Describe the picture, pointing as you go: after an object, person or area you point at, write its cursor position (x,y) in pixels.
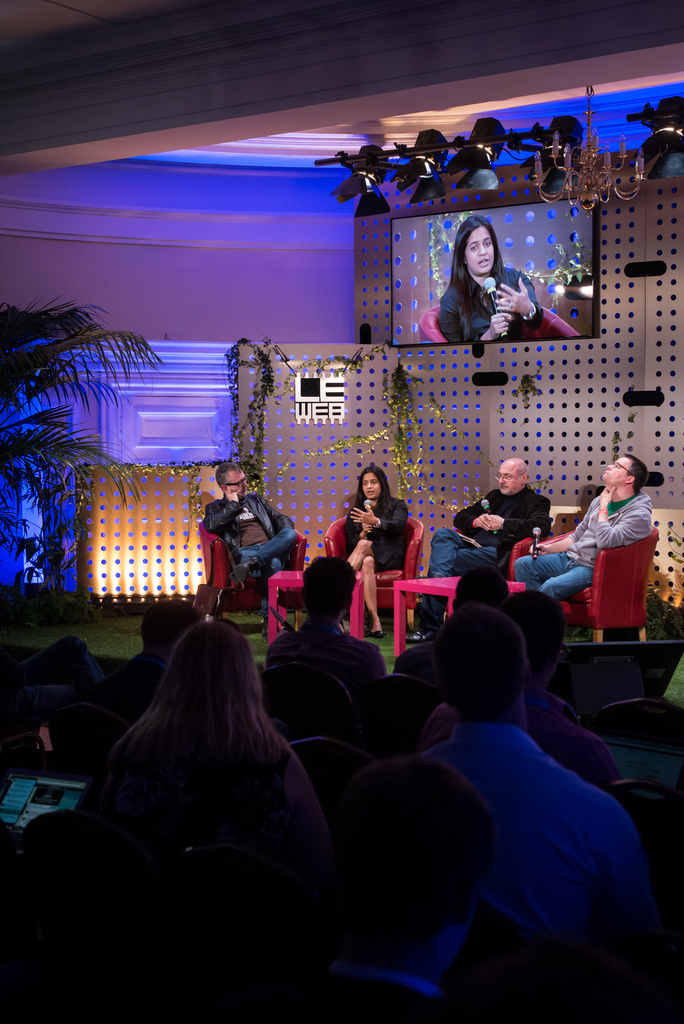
In the foreground of the picture (493,767) I can see a few persons (305,1010) sitting on the chairs (242,947). I can see a laptop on the left side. There are four persons (513,504) sitting on the chairs (651,543) and some of them are holding the microphone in their hands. There is a woman (396,556) and she is speaking on a microphone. There is a tree (40,510) on the left side (82,336). I can see the television (418,281) and lighting arrangement (573,145) on the top right side (589,139).
